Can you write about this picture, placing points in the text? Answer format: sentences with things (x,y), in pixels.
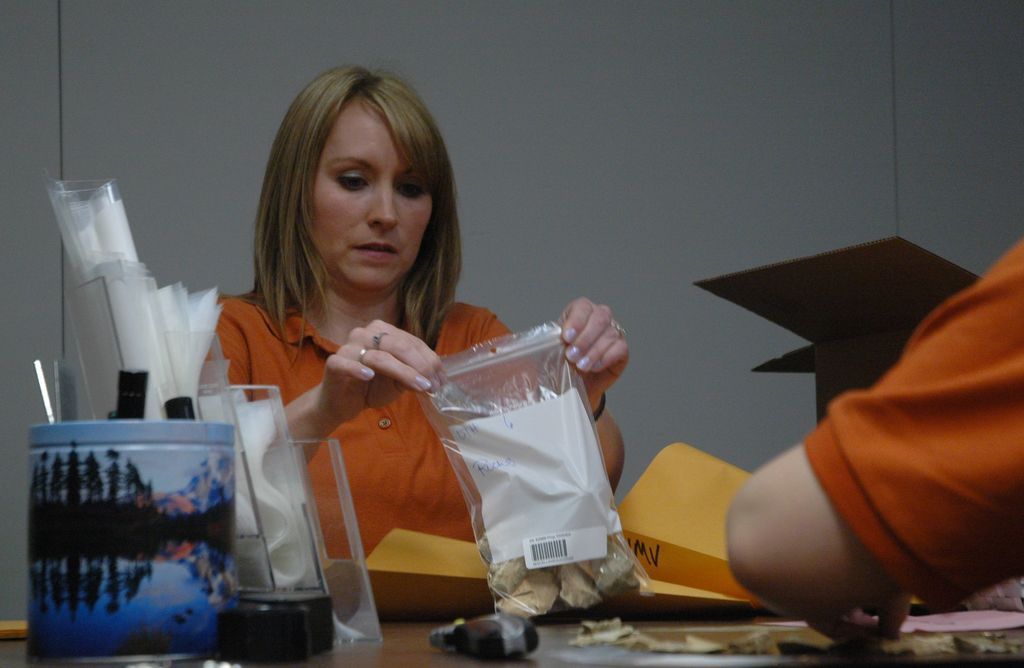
In this image we can see a woman (373,492) is sitting. She is wearing an orange color T-shirt (423,482) and holding polythene cover (515,430) in her hand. In front of her, we can see a wooden surface (519,661). On the wooden surface (14,638), we can see containers (165,534), covers (188,376), envelope (710,592) and some objects (764,633). In the background (772,230), we can see a gray color wall (689,162) and one box (835,334). There is a person (863,442) on the right side of the image (867,435).
